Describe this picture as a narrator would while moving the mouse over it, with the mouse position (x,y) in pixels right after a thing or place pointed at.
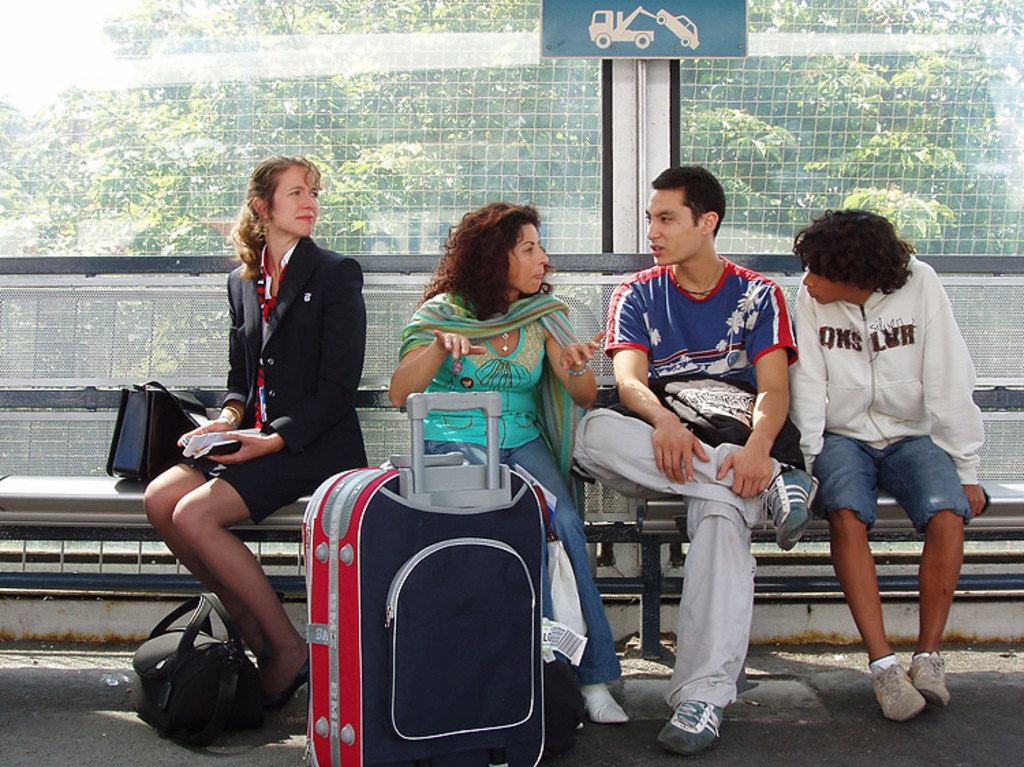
In this picture, we see four people (726,307) sitting on bench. Among them two (236,298) are women (476,341) and two (655,334) are men (898,405). I think this picture is taken in bus stop (589,519). Woman (507,414) in blue shirt (517,361) is wearing scarf (443,327) around her neck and in front of her, we see a white and black and red suitcase (372,571). Beside her, woman (289,371) wearing black blazer (319,364) is holding book (212,441) in her hands (189,435). Beside her, we see a bag (159,417) and under the bench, we see white black bag (192,632) and on background (379,158), we see trees (761,121) and board (677,22) with vehicle sketch (621,39) on it.
